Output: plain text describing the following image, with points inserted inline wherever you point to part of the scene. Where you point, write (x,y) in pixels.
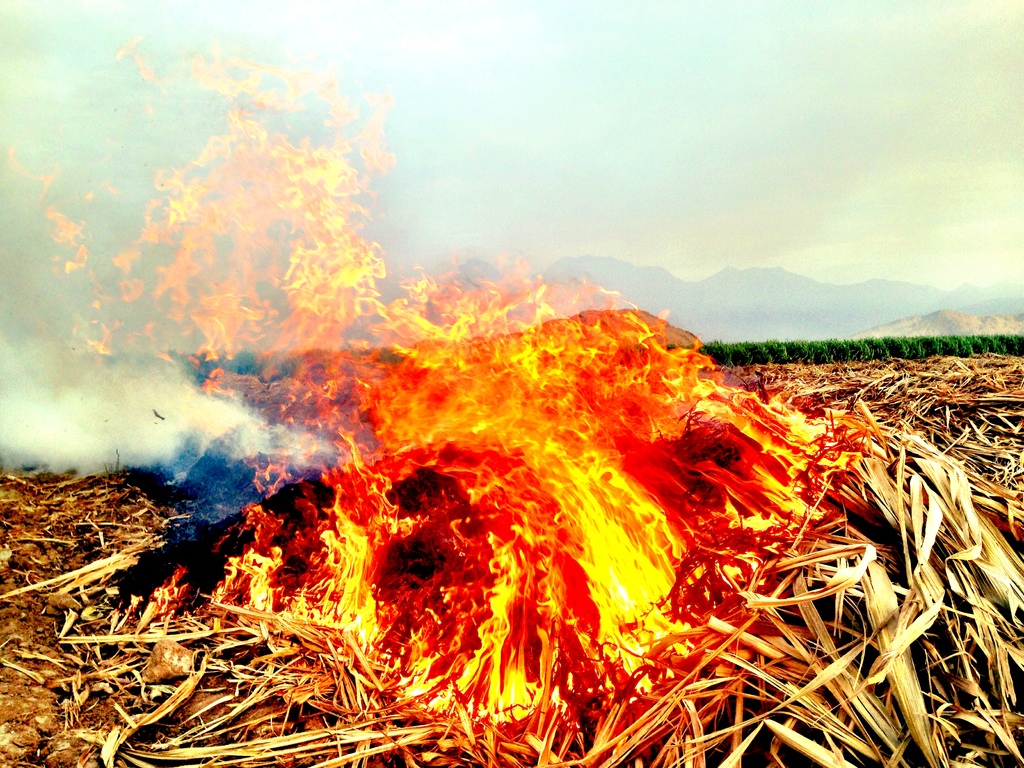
In this picture, we can see the ground (189,628), dry leaves (728,447) with fire (515,515), smoke (234,416), and we can see plants (883,354), mountains (834,296) and the sky (700,231).
